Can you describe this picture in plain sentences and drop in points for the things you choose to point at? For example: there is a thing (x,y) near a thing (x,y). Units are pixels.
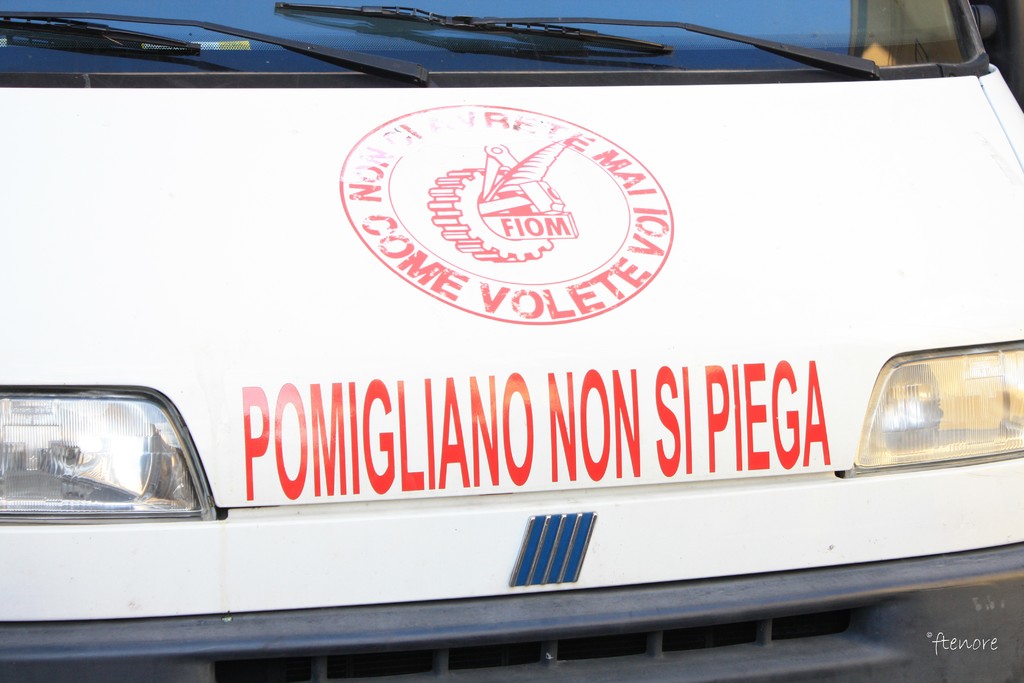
In this picture we can see a vehicle (702,222), we can see wipers (524,20), a glass (575,1), some text (587,399) and headlights (950,408) in the front (753,484).
